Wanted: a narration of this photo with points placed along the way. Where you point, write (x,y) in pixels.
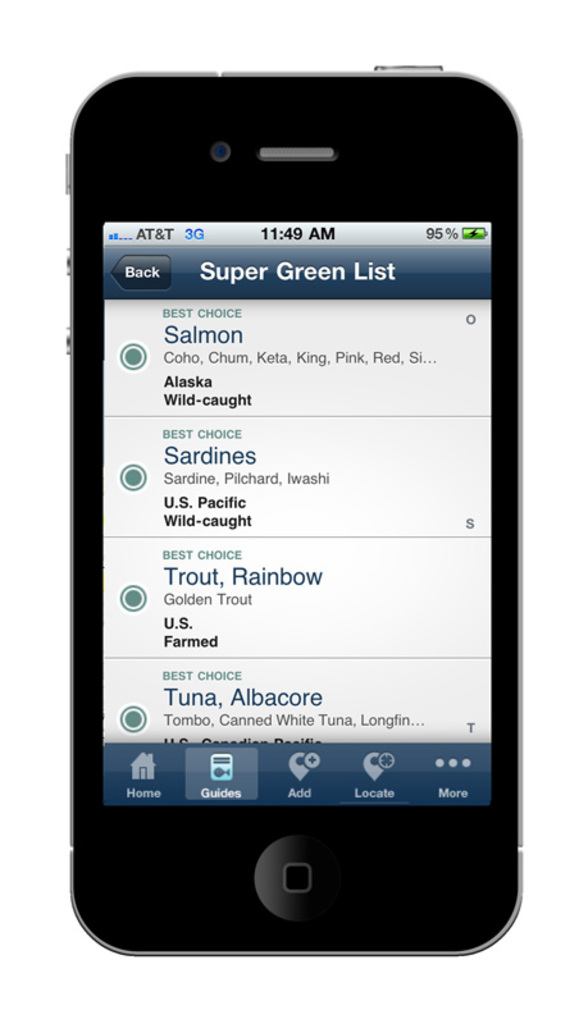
In the image there is a black color iPhone (413,636). To the bottom of the screen (434,749) there are few icons (126,792) like home (132,798), guides (257,795), locates (356,796) and more in it. And to the top of the screen (321,228) there is a time (331,231), battery symbol (469,237) and signals symbols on it. Below that there is back button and a title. In middle of the mobile (253,585) there is a list (256,394) on the screen (284,491).
